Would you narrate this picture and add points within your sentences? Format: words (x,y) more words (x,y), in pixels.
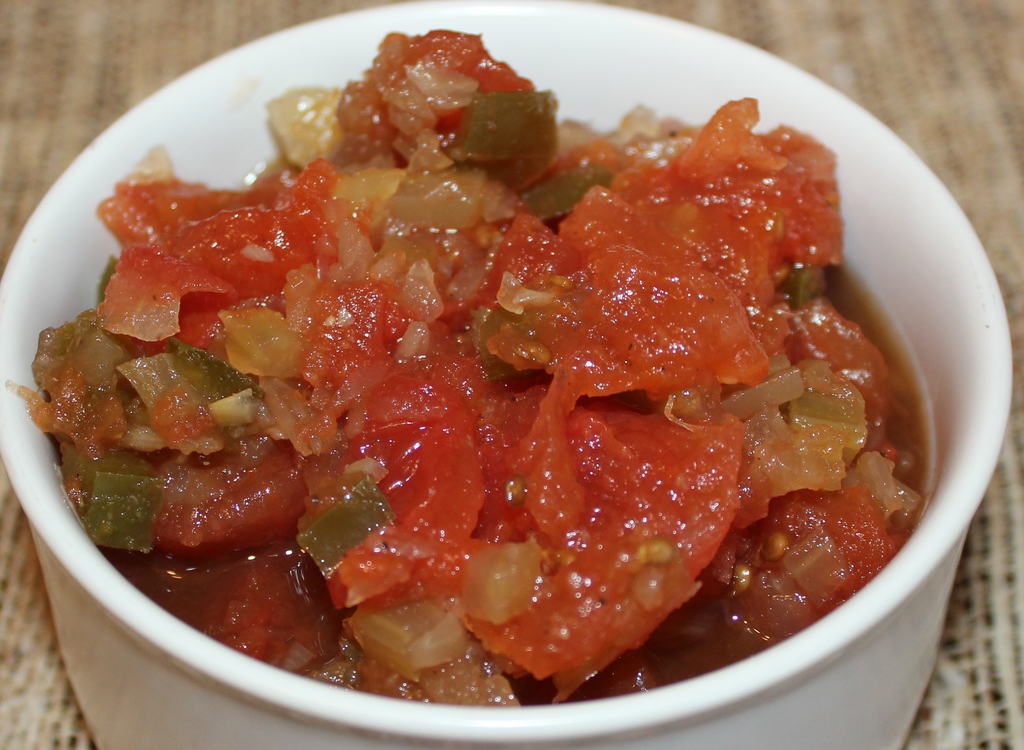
In this image we can see a bowl (909,692) containing food (809,566) placed on the table (41,708).
